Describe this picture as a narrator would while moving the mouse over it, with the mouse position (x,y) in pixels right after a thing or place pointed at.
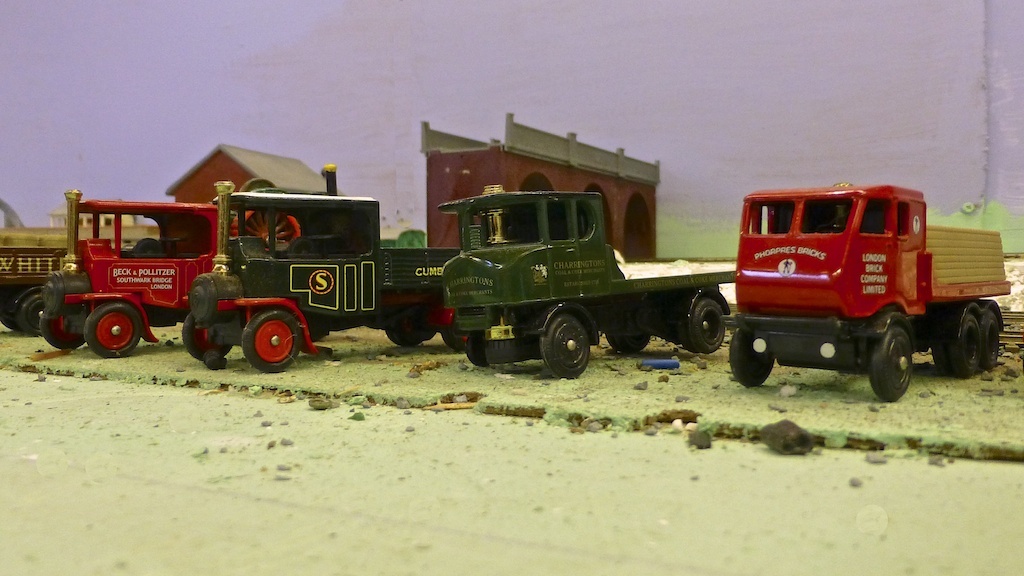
In this image I can see toys (417,338) of vehicles (576,330) and houses (433,244) on the surface (350,357). In the background (371,72) I can see a wall (385,60).
